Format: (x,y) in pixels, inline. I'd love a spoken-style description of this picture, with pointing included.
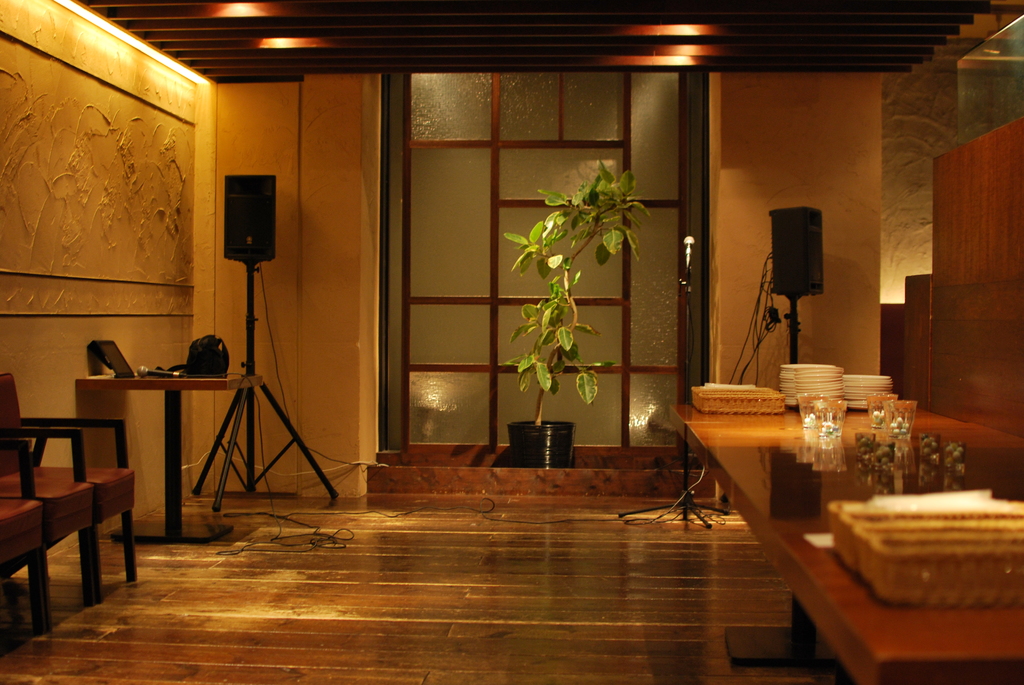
In this picture I can see the plant pot (534,452). I can see the glass window (474,373). I can see the chairs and tables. I can see the speakers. I can see the speaker stands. I can see electronic devices (133,374) on the left side (112,361). I can see the plates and glasses (820,421) on the right side (831,415).
